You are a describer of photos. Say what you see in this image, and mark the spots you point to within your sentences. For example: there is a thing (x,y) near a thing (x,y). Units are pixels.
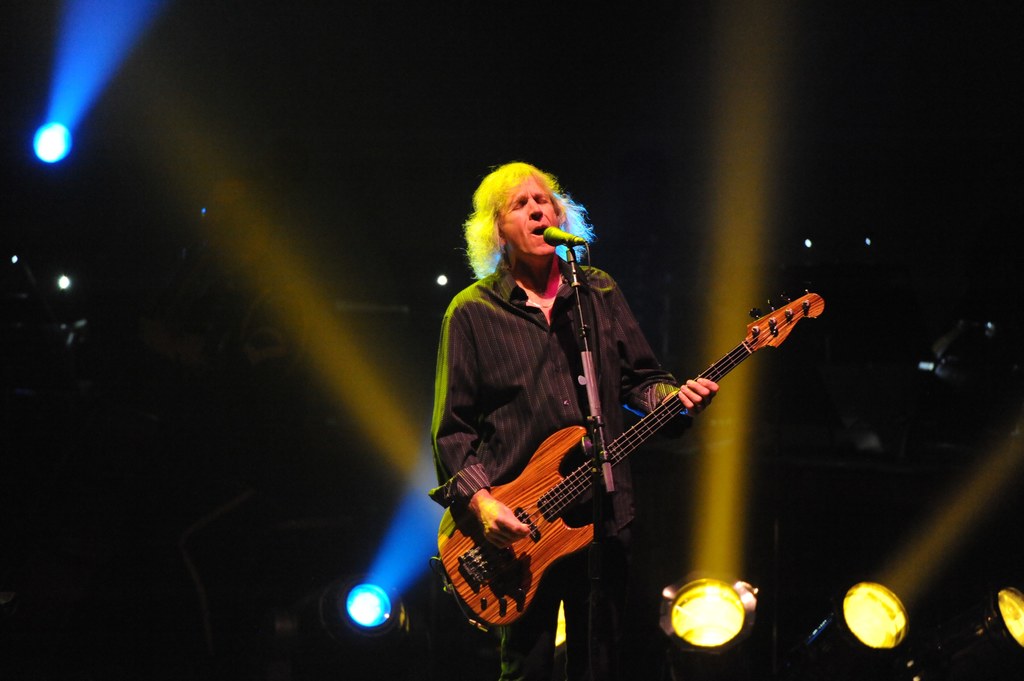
In the middle (537,436) I can see a person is standing on the stage (599,621) and playing a guitar (546,488) in front of a mike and lights (701,560). In the background (658,560) I can see a dark color. This image is taken may be on the stage (774,534) during night.
